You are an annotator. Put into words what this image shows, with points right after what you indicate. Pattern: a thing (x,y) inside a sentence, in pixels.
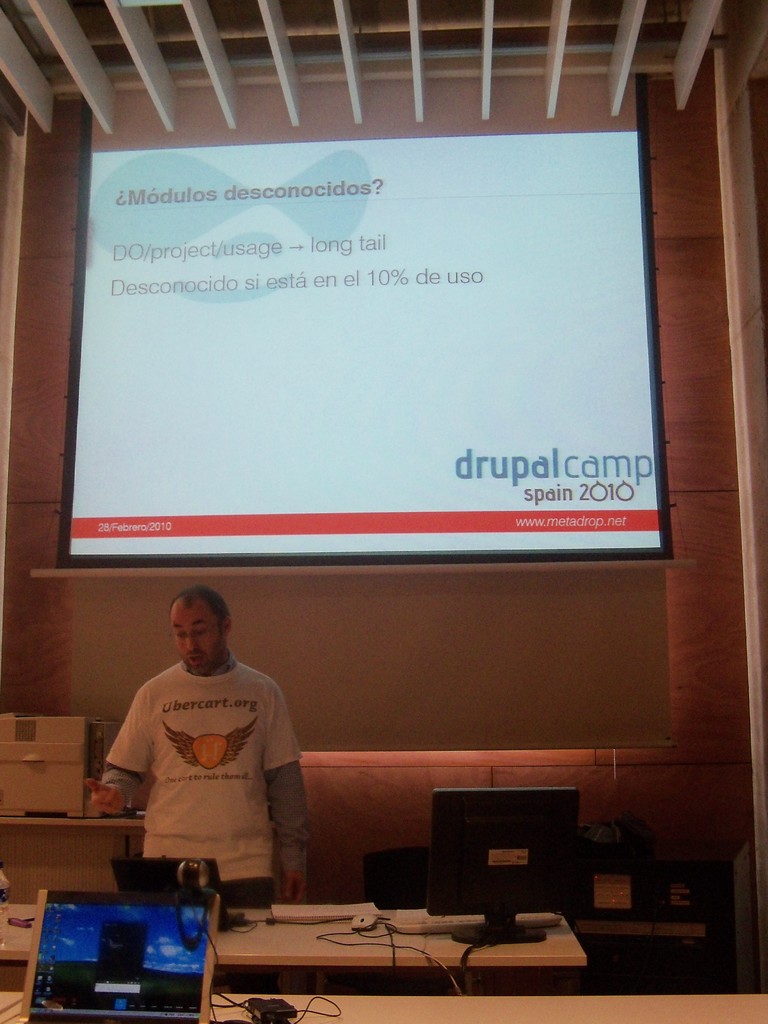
In this picture there is a man (204,752) standing. There is a laptop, keyboard (439,923), mouse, machine (48,756), screen (258,525).
